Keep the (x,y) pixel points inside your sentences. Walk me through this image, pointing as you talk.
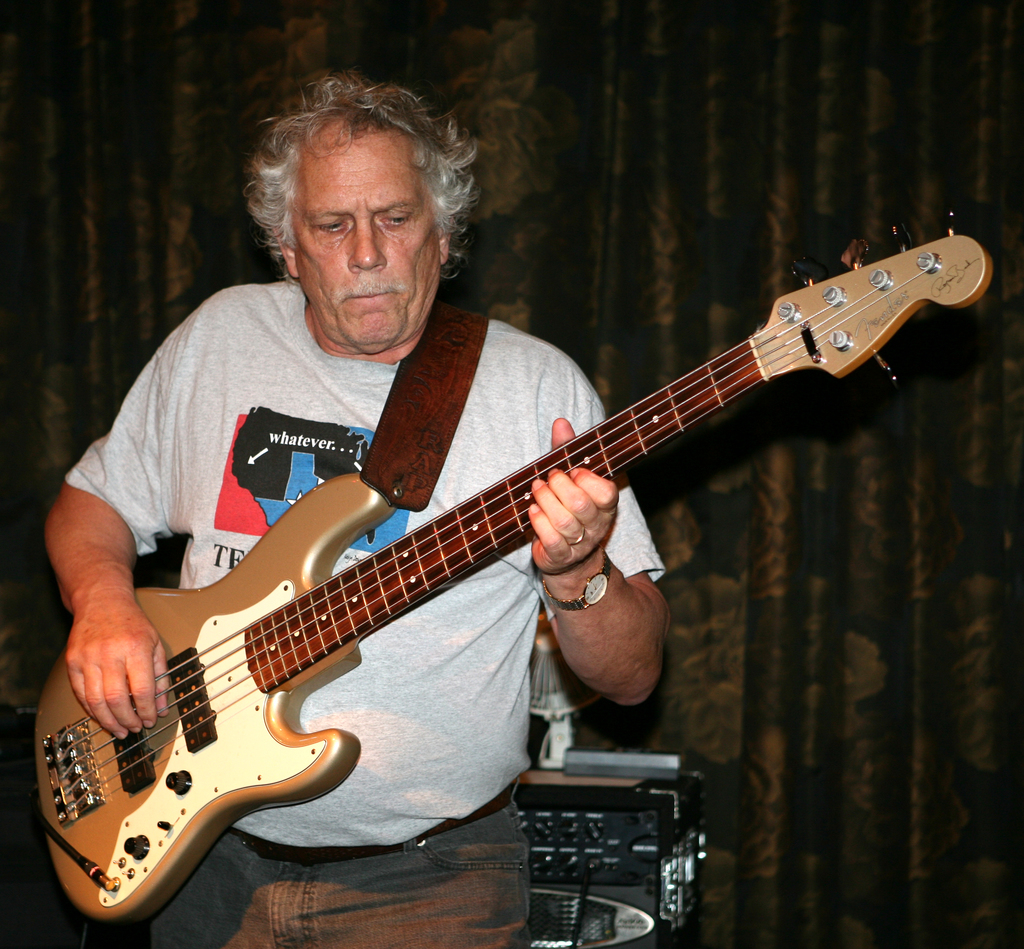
in this image i can see a person (453,475) playing guitar (204,694), wearing grey t shirt (461,695). behind him there are curtains (885,535).
